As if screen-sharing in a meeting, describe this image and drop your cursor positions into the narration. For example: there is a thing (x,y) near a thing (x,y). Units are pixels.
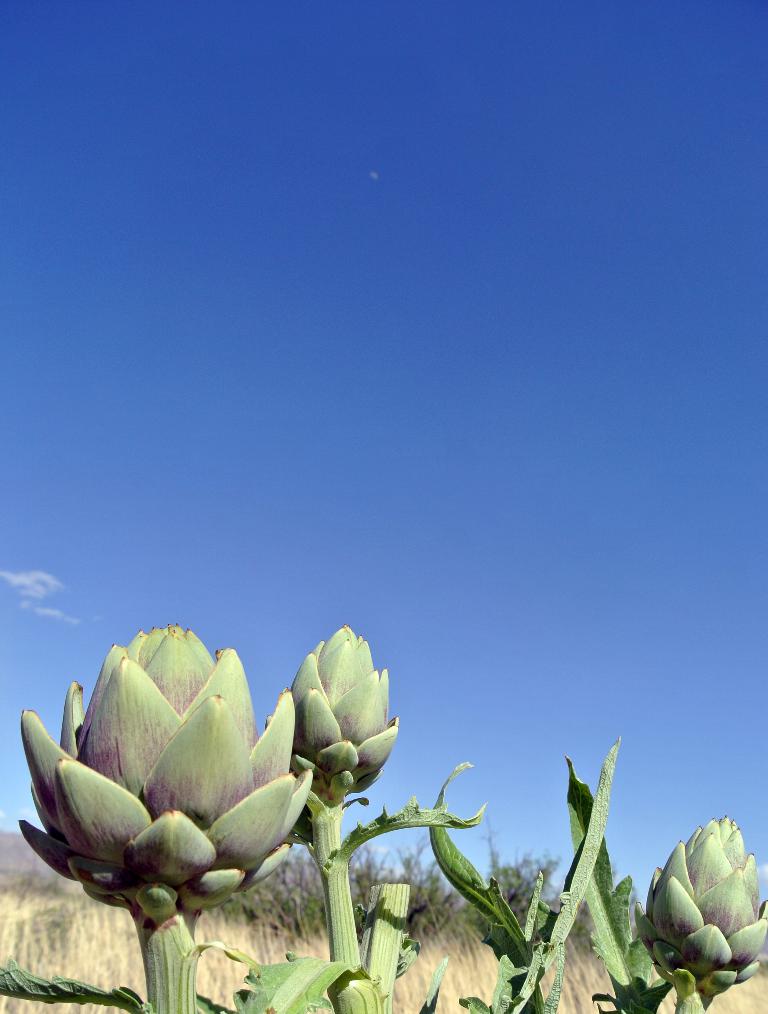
At the bottom of the picture (383,928), we see plants (381,915). These plants (310,829) have flowers (206,783) or buds (230,804). These flowers (269,779) or buds (269,755) are in green color. In the background (75,914), we see dry grass (427,957) and trees (273,885). At the top of the picture (310,235), we see the sky (259,256), which is blue in color.
